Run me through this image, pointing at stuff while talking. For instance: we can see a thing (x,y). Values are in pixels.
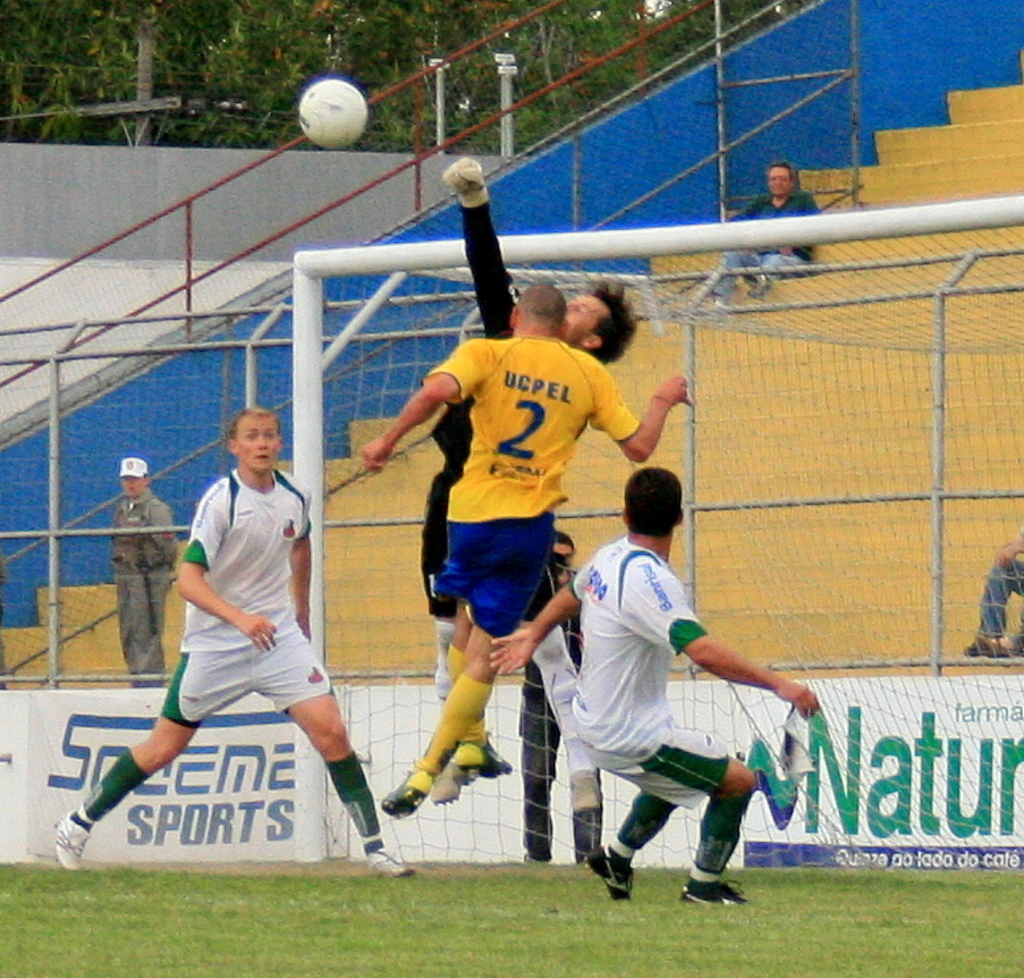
In the middle (498,471) a person (519,459) is jumping he wore a yellow color t-shirt (556,436), in the left side (296,513) a man (245,615) is running, he wore white color dress (245,591). In the air it's a ball (353,124) which is in white color.
